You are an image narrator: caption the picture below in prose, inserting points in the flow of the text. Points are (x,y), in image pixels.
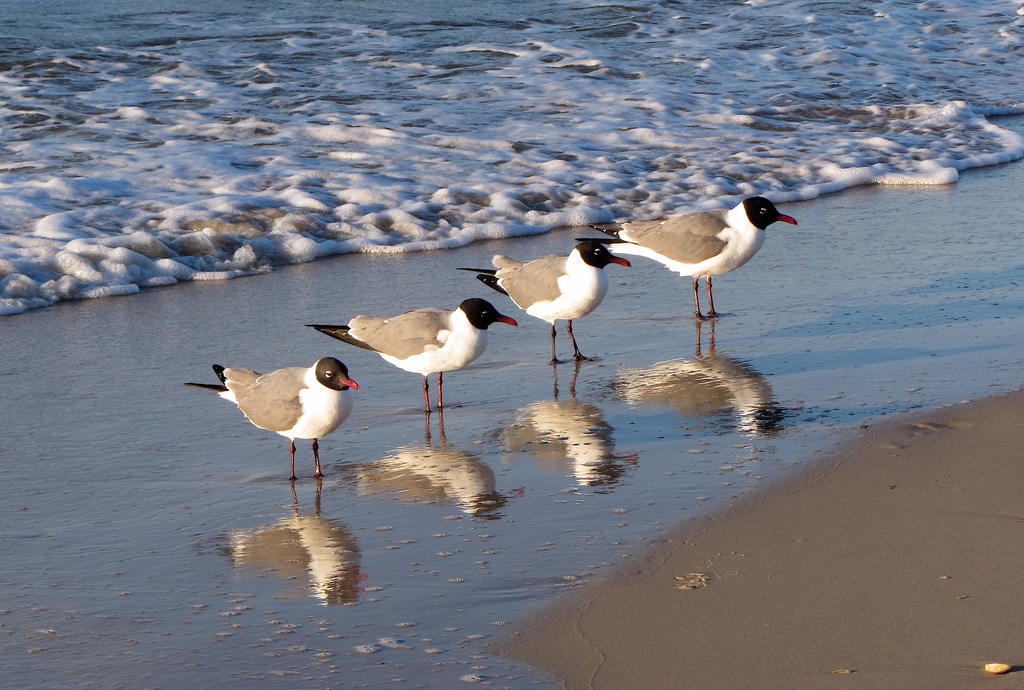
In this image there are birds (443,370), there is water (381,93) towards the top of the image (497,130), there is sand (745,635) towards the bottom of the image (803,597), there is an object (998,668) on the sand (976,662).
